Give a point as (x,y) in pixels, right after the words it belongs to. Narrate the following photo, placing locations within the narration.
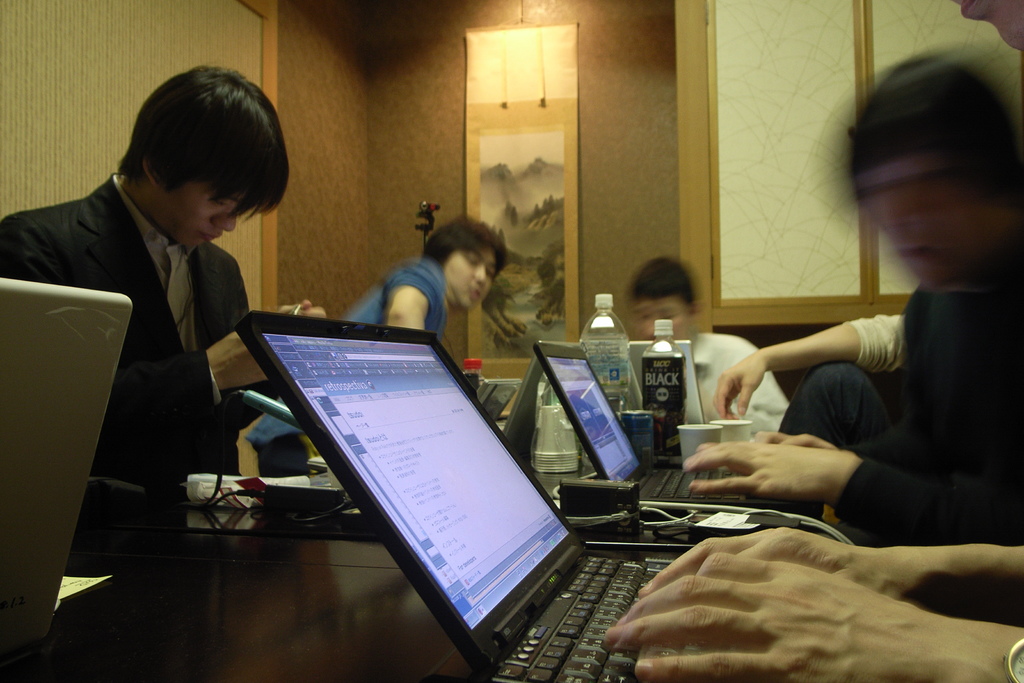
In this image there are group of people (857,350) sitting around the table (233,597) and operating laptop (685,545), also there are some bottles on the table (655,515), behind them there is a wall (38,46) with some photo frame (541,251) and window (864,7).
